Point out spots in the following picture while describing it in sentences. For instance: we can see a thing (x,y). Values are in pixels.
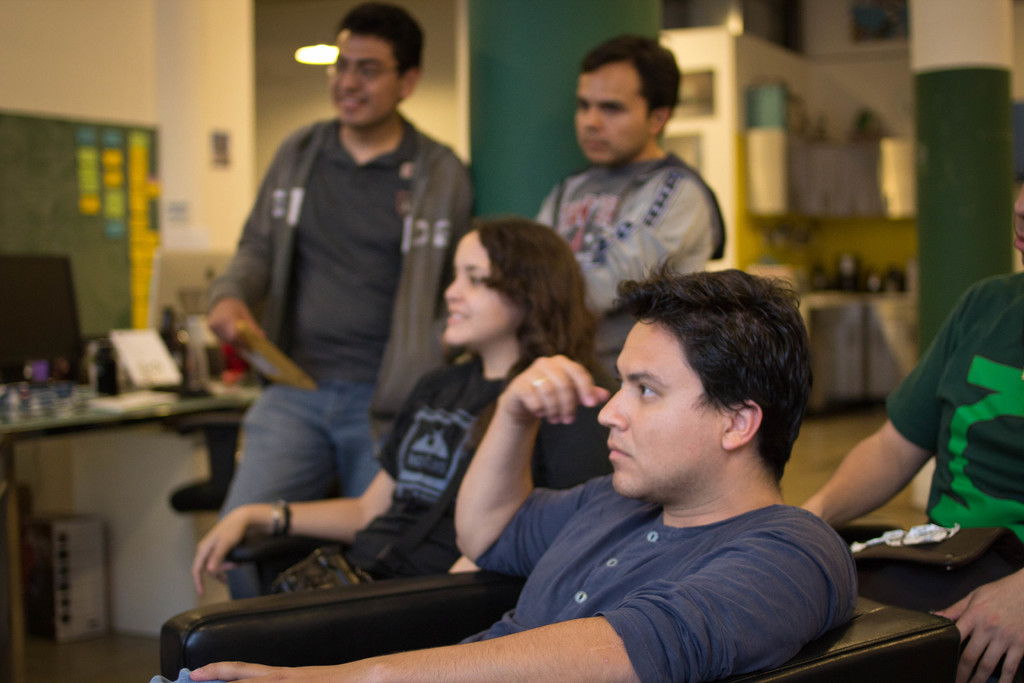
In this image we can see one woman (344,526) is sitting. She is wearing black color t-shirt (400,506). To the left side of the women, two men (843,488) are sitting. One man (712,588) is wearing blue color t-shirt (648,605) and the other one is wearing green color t-shirt (978,383). Background of the image two men (572,205) are standing. Left side of the image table (155,417) is there. On table (42,425) monitor (38,324) and things (170,345) are there. The walls (175,52) of the room (176,75) is in white and green color.
